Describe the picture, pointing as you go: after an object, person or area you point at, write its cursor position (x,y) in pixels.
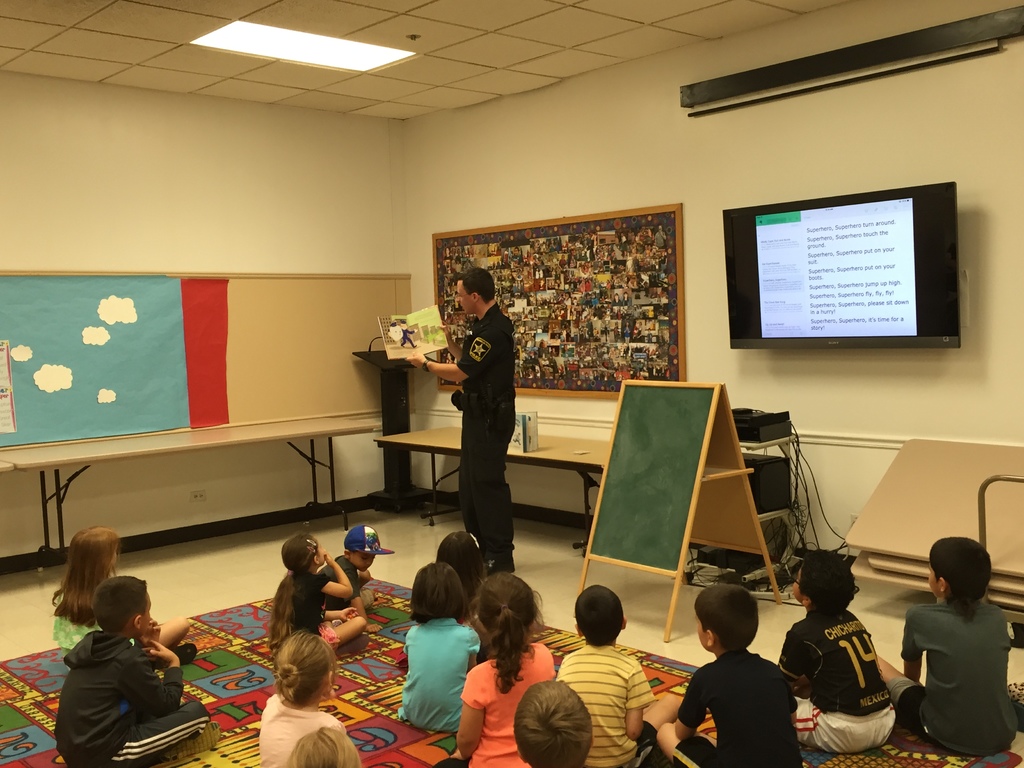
In this image there are group of children (177,680) sitting on the floor (386,629). The man (487,444) is standing and holding a book (415,342). At the back side (812,261) there is a television (855,325) and a board (648,480). There is a table (539,461).
